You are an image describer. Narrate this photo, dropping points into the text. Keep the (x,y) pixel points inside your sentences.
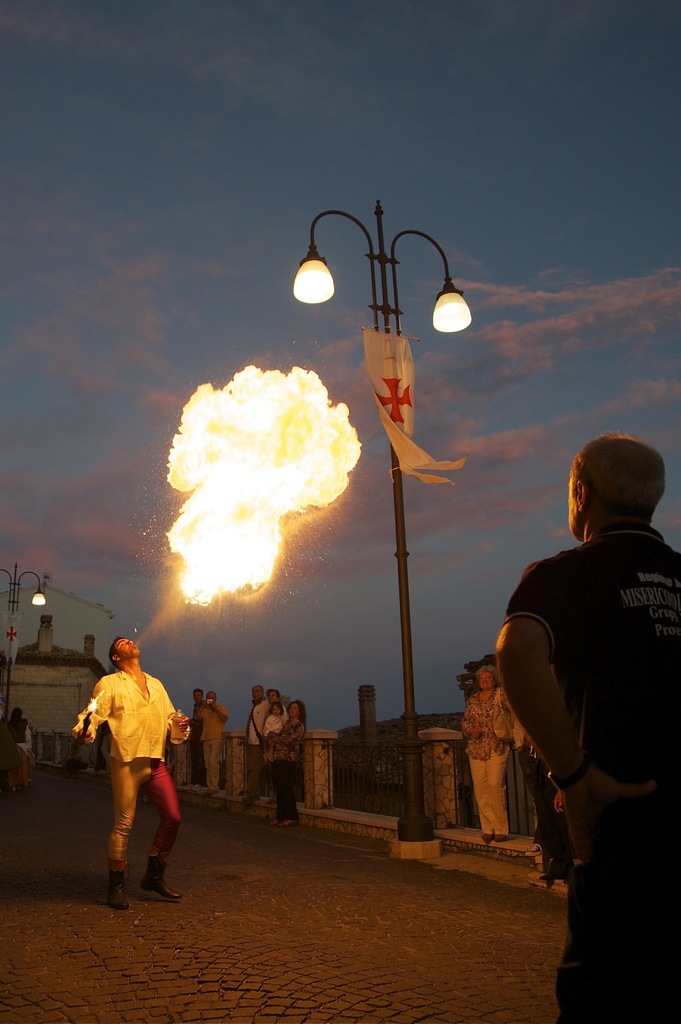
In this image there are people (101,685), railing (350,761), light poles (368,237), flag (414,469), fire (241,434), building (51,635) and cloudy sky (502,451).
